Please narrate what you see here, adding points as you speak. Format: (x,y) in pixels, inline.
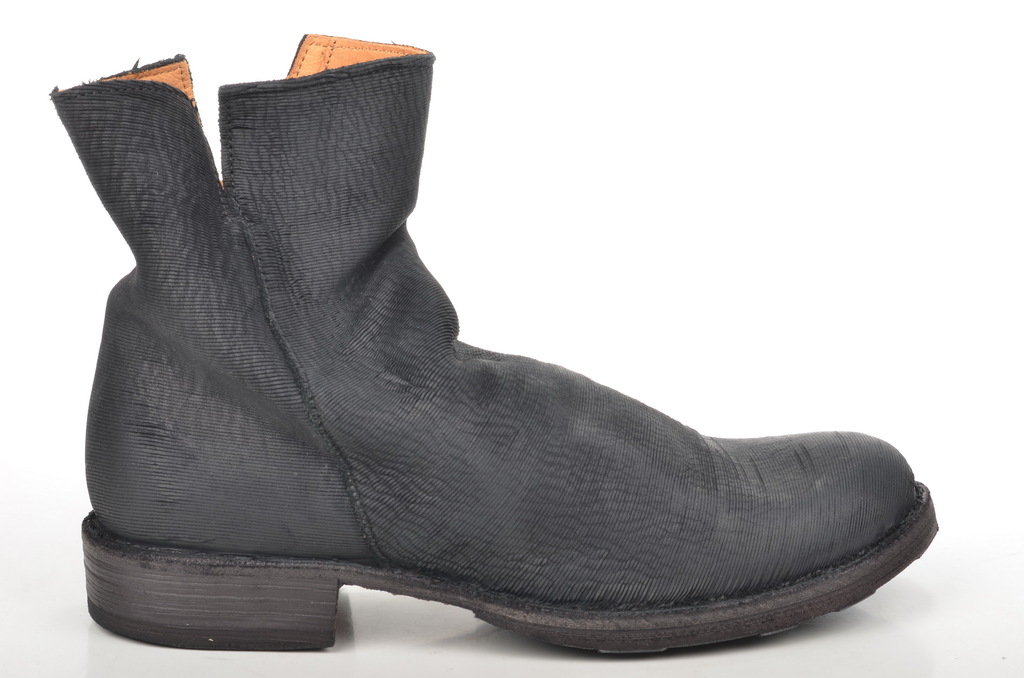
In this picture there is a boot (355,471) which is black in colour.
